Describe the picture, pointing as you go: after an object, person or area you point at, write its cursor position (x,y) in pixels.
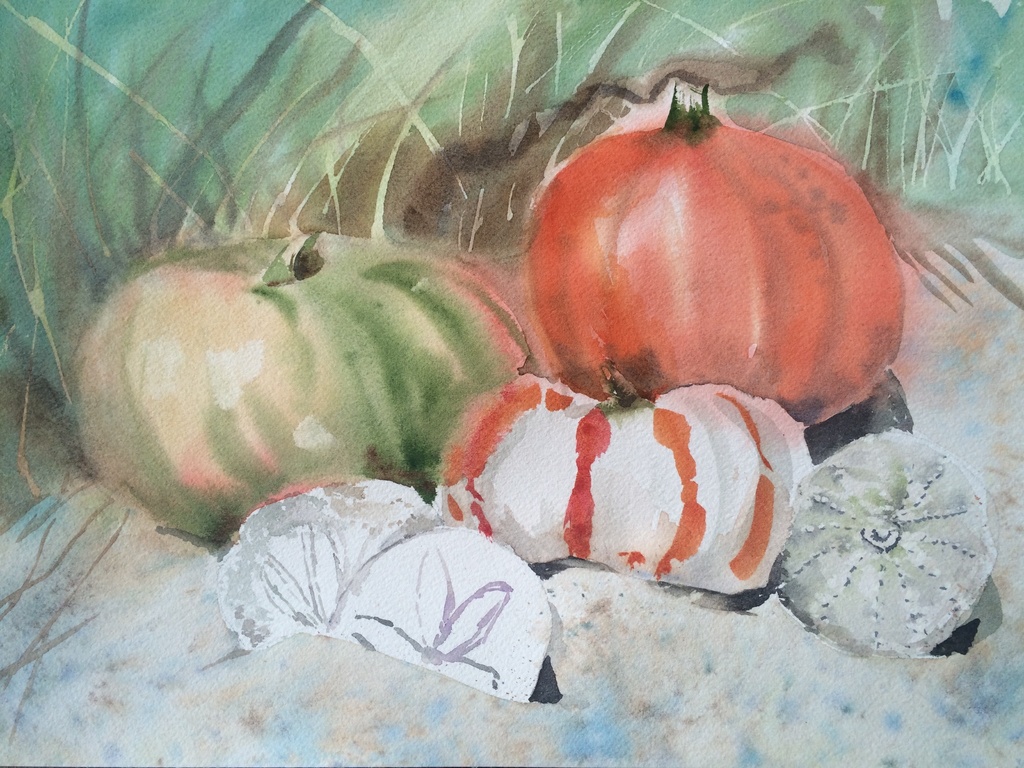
In this picture we can see a painting (436,376).
